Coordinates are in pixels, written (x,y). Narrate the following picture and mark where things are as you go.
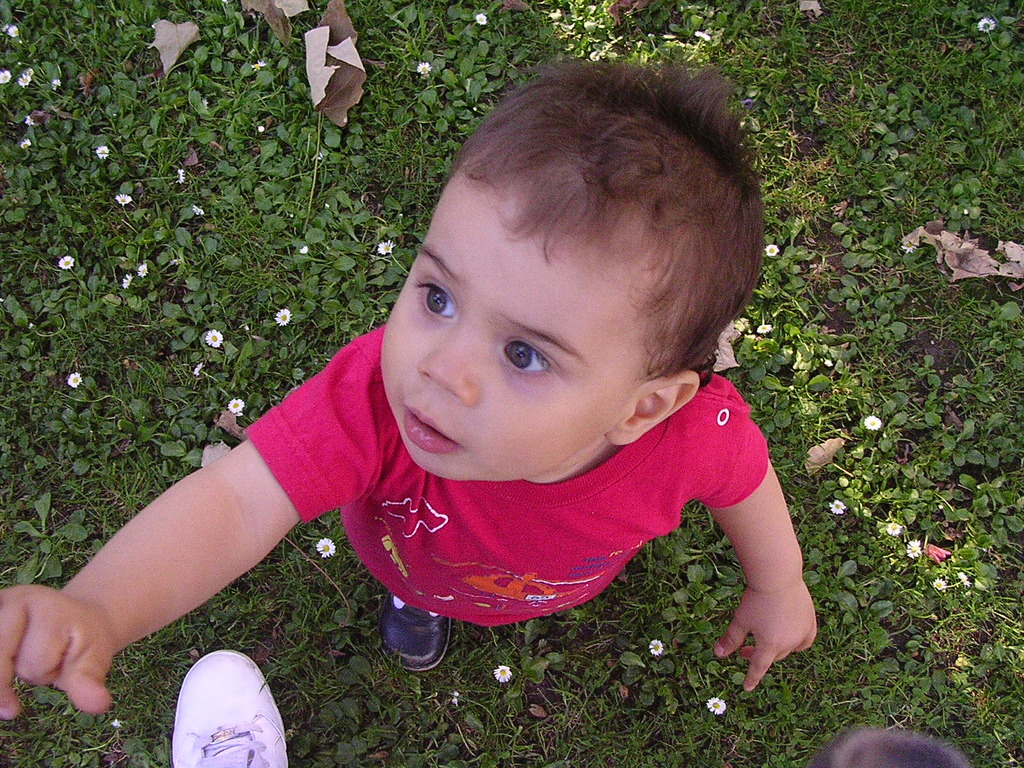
In this image we can see a kid (508,473) standing on the ground (628,634), there are few plants (817,414) with flowers (220,338) and there is a shoe (205,692) near the kid (659,473).
